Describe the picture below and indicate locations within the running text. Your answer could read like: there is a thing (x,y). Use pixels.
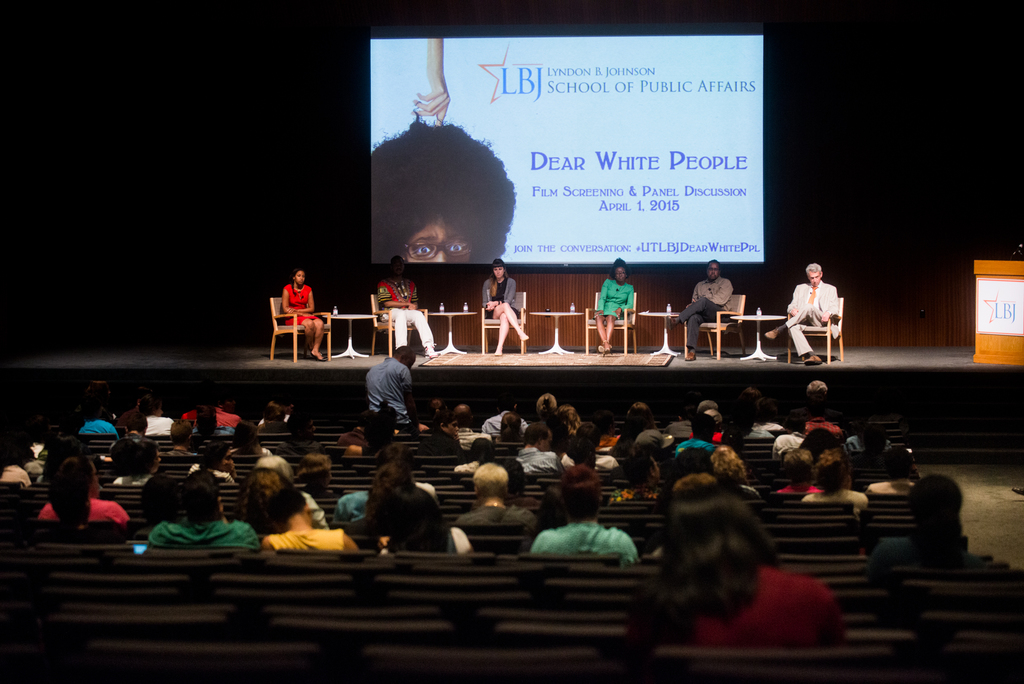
In this image, we can see persons (797,305) wearing clothes (613,297) and sitting on chairs (332,496). There are some persons (503,317) sitting in front of the screen (521,160). There is a podium (980,316) on the right side of the image (993,322). There are tables (449,322) in the middle of the image (361,319).
